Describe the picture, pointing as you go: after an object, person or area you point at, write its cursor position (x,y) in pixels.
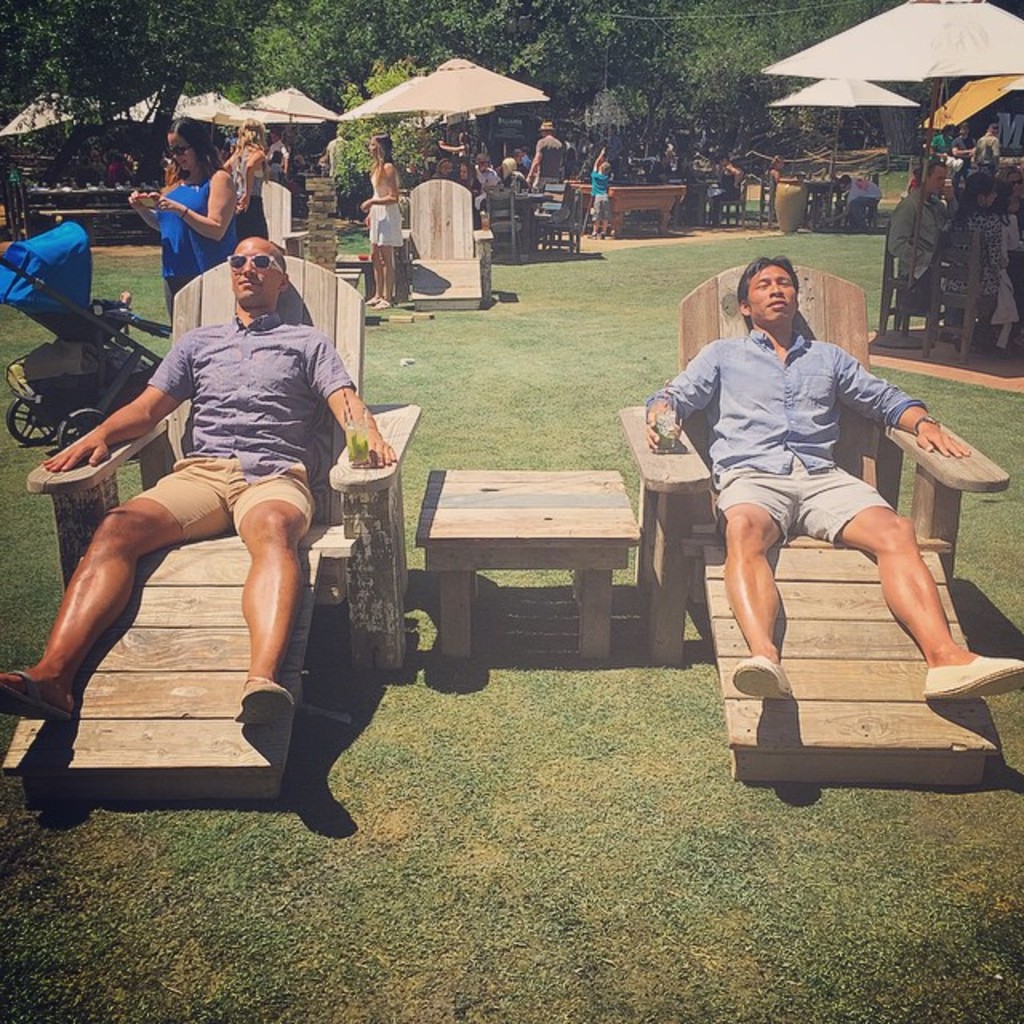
there are two men (278,522) sitting in the chairs (786,647) in the garden (564,842). In between them there is a stool (487,526). In the background (384,219) there are some people (229,229) standing and there is a baby trolley (77,291). We can observe some trees (577,80) and umbrellas (442,74) here.
